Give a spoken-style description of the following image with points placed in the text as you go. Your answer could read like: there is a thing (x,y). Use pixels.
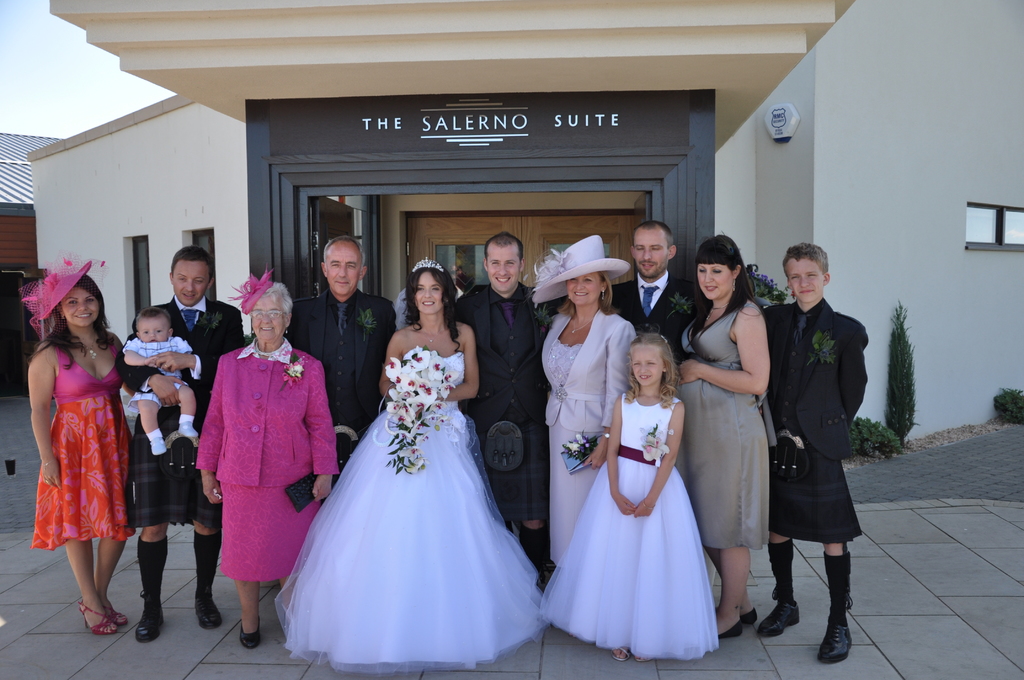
In this image we can see one building (546,63), one house (39,140), some text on the building (721,136), one object (1022,249) looks like a window (1006,249) attached to the building (875,207) on the right side of the image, some plants (778,301) with flowers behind the woman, one object (14,364) near the house (21,262), one object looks like a glass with liquid (7,469) on the floor (23,457) on the left side of the image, some small stones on the ground (23,436) near the wall (928,416), some small plants (896,428) near the wall (879,405), some people (816,421) are standing, one bride (465,399) in white dress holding flowers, one man (200,393) holding a baby (135,353), one girl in white dress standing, two women (572,426) holding objects (298,486), two women (99,355) wearing hats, one woman (300,394) with spectacles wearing a pink object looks like a hat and at the top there is the sky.
